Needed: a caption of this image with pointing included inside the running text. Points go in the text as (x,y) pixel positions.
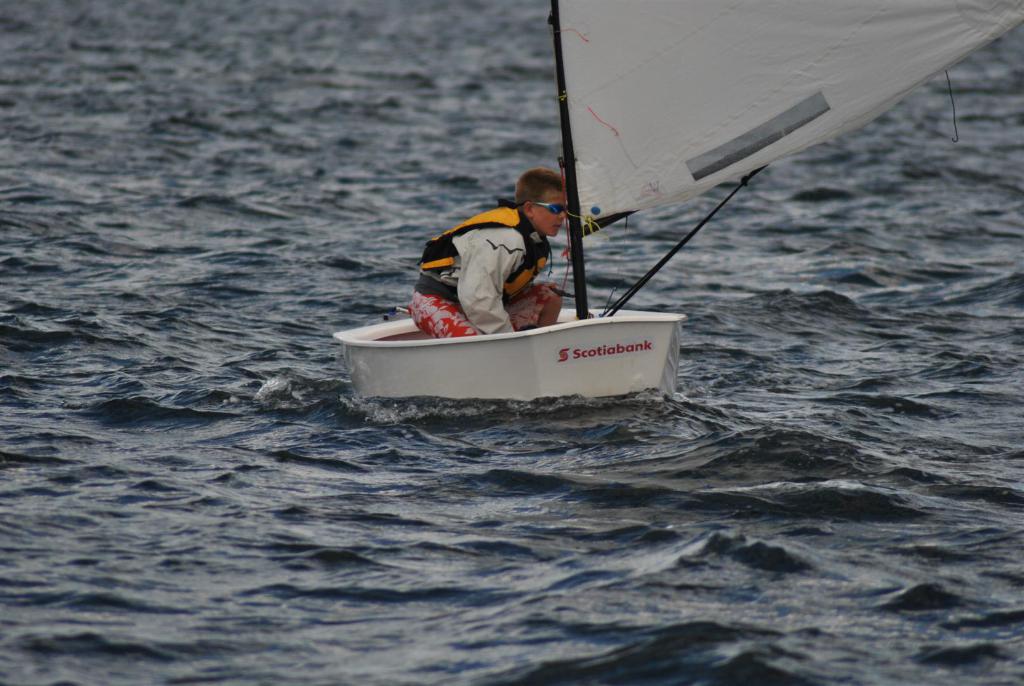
In this picture we can observe a boy (470,270) sitting in a small white color boat (481,345). He is wearing life jacket (532,251) and spectacles (552,208). We can observe a white color sailing cloth (716,60). The boat (566,347) is on the water (394,448). In the background (297,200) there is an ocean (214,189).
